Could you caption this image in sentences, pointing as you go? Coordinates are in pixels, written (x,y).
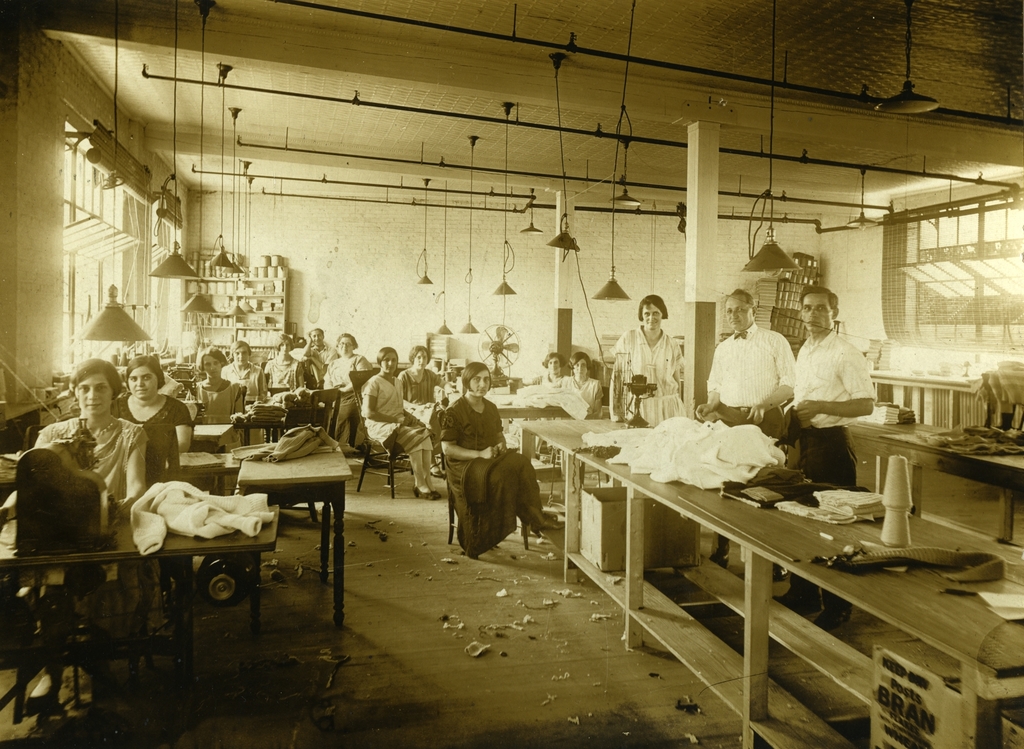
In this image there are group of people (243,355) sitting, three persons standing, there are tables (316,477), there is cloth (222,503) on the table (169,537), there are pillars (704,233), the lights (564,235) are hanging from the roof (553,142), there are windows (120,241), there is a wall (353,259).
